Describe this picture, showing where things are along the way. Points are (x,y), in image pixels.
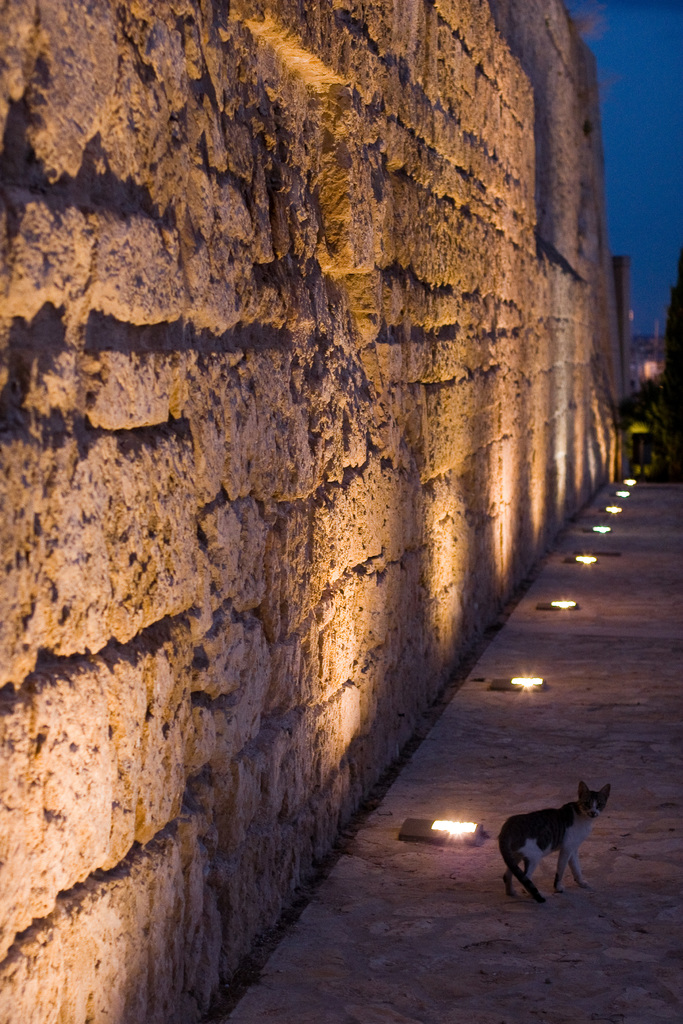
In this picture we can observe a cat (574,813) on the floor (507,899). There are some lamps (418,822) placed on the floor (486,754). We can observe a stone wall (201,398) which is in brown color. In the background (624,232) there is a sky (627,177).
